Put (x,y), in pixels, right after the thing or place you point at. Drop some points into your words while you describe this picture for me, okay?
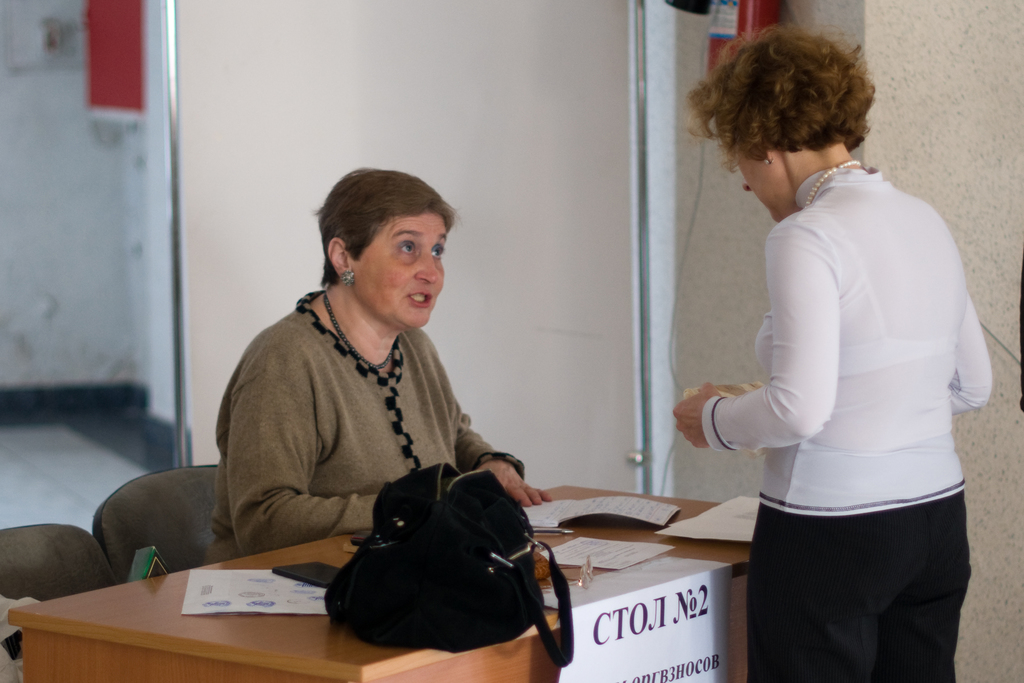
This picture is taken inside the room (378,325). In this image, on the right side (825,274), we can see a woman (880,180) wearing a white color shirt (908,253) and some object (756,382) in her hand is standing in front of the table (642,586), on the table (573,573), we can see a bag (443,553) which is in black color, mobile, papers (308,584), books (575,514). In the left corner (109,554), we can see a chair (5,554). In the middle of the image (401,331), we can see a woman (312,390) sitting on the chair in front of the table (550,491). In the background (451,92), we can see a fire extinguisher (740,44), wall (960,47).
